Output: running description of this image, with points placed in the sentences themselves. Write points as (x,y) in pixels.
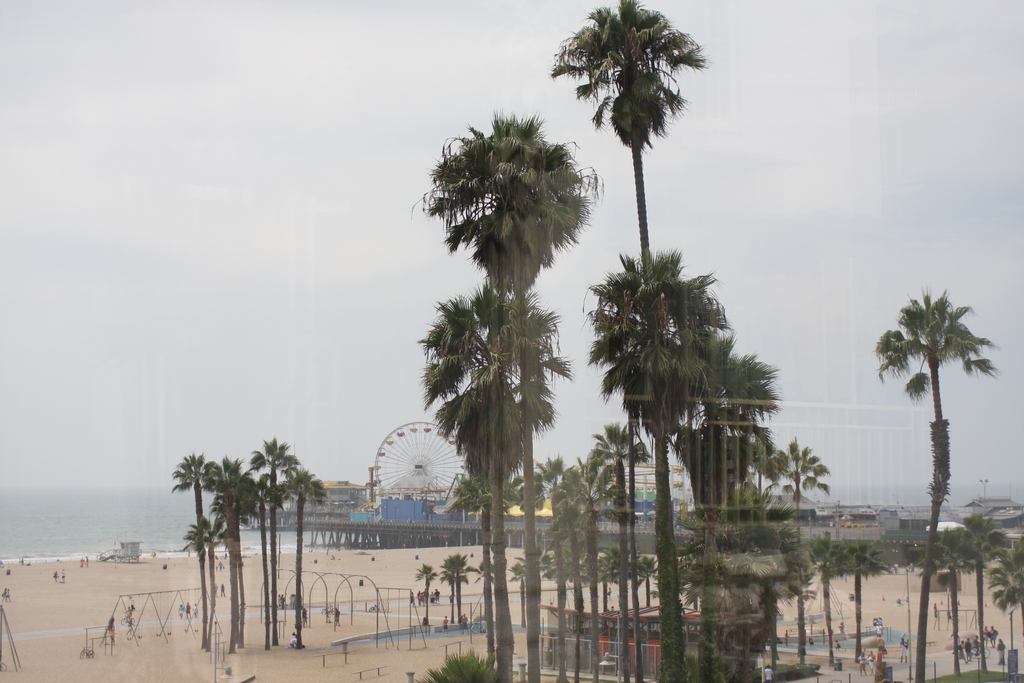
In this picture I can see the building (339,496), shed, wheel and trees (791,541). In the background (29,547) I can see the ocean (151,544). On the left (313,618) I can see the beach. At the top (329,63) I can see the sky (329,63) and clouds (329,63).
